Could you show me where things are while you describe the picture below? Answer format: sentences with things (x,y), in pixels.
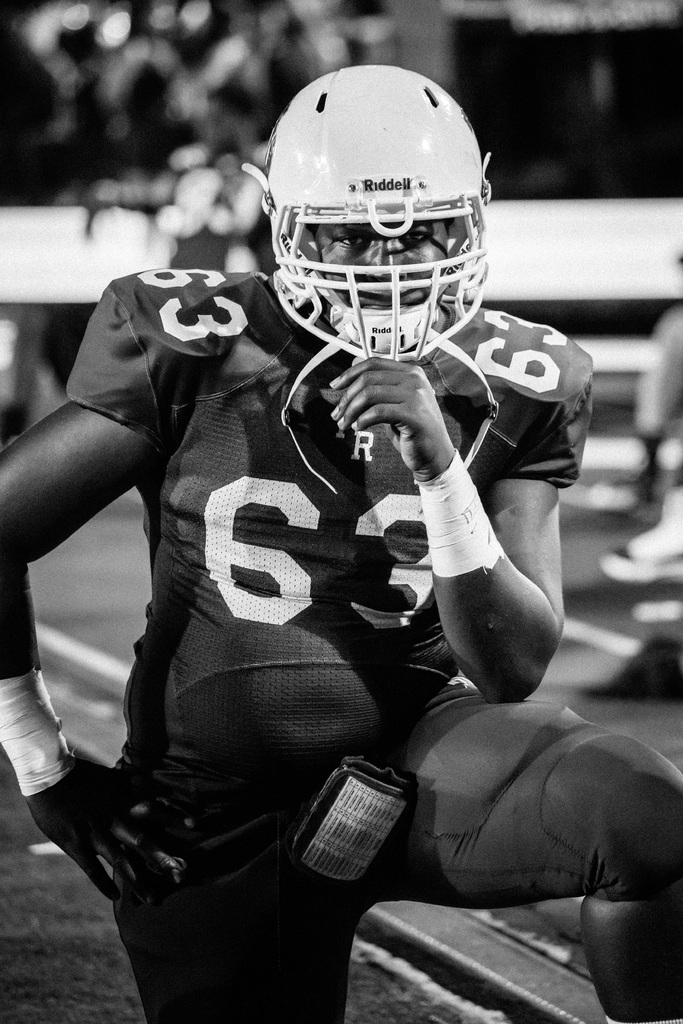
This is a black and white image. In this image we can see a person (343,594) kneeling.
